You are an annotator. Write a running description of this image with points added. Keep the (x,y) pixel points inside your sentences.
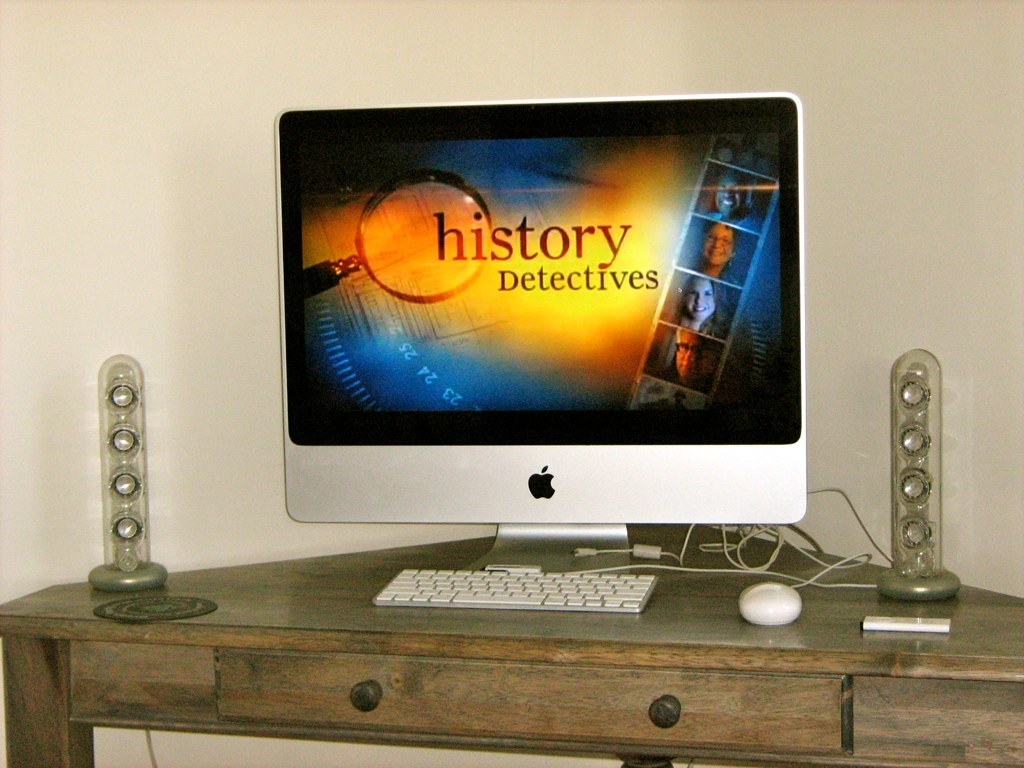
In this picture I can see a apple monitor (599,444), keyboard (506,578), cables (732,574), mouse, pen-drive (875,624), soundsticks (130,423), mouse pad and an object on the table (726,627), and in the background (943,447) there is a wall (900,57).
